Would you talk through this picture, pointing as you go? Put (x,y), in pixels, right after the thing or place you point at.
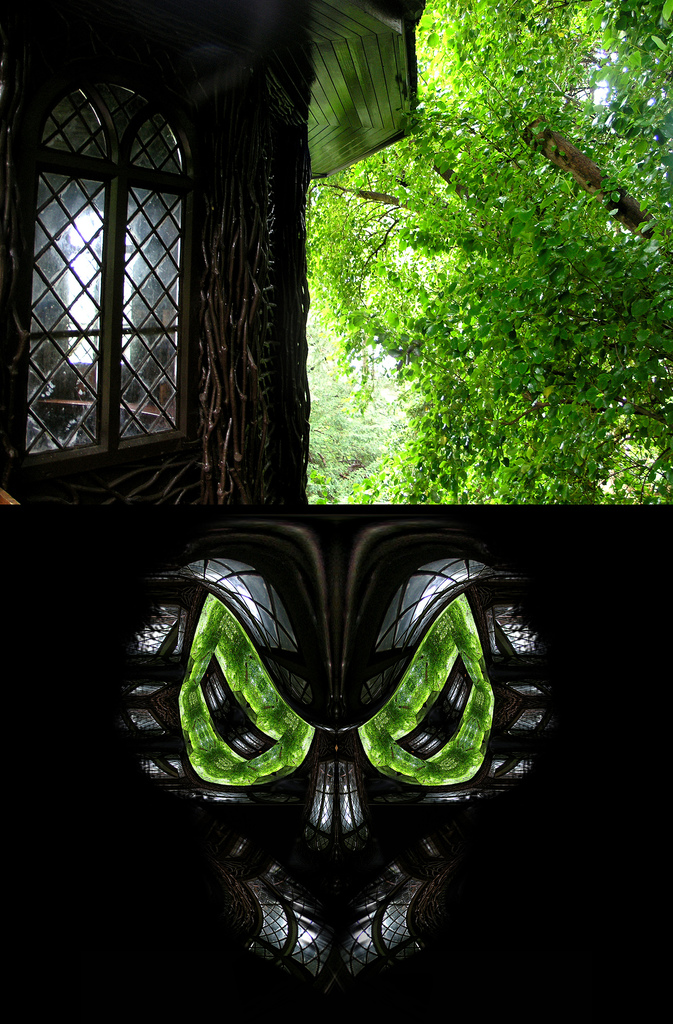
This looks like a collage picture. I think this is a face mask (359,601). This looks like a building (176,345) with a window (161,256). I can see the trees (498,256).
